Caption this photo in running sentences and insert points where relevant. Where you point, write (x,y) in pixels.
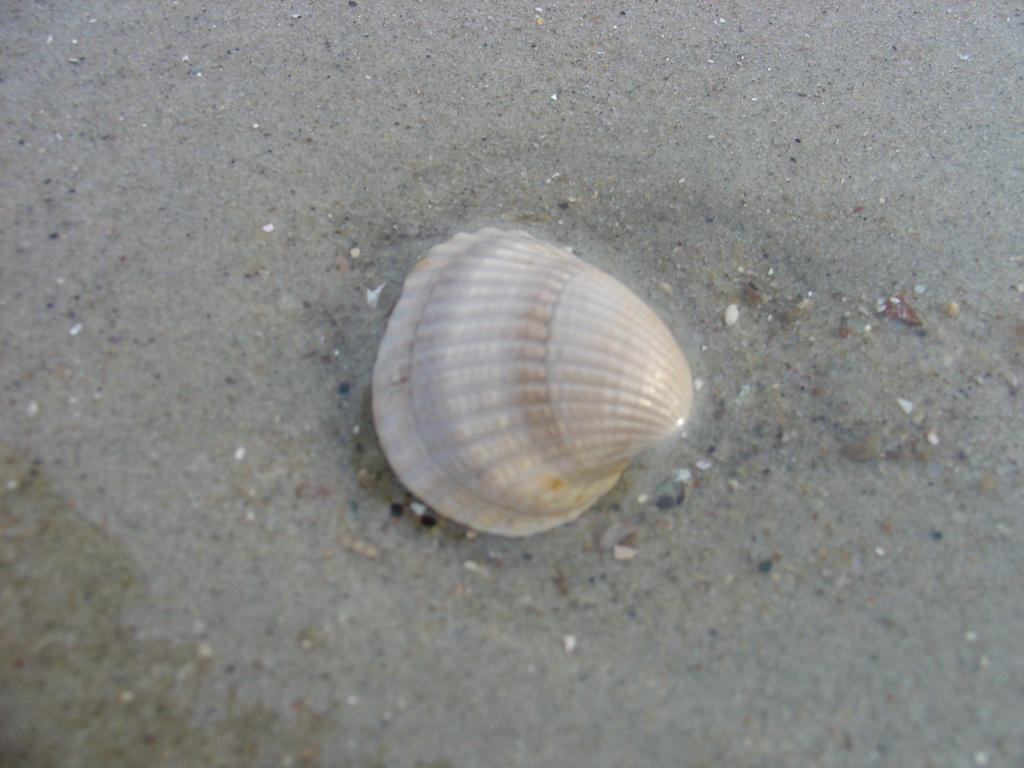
In the picture there is a shell (504,355) which is on the sand (171,385), the shell (539,427) is of white color.
